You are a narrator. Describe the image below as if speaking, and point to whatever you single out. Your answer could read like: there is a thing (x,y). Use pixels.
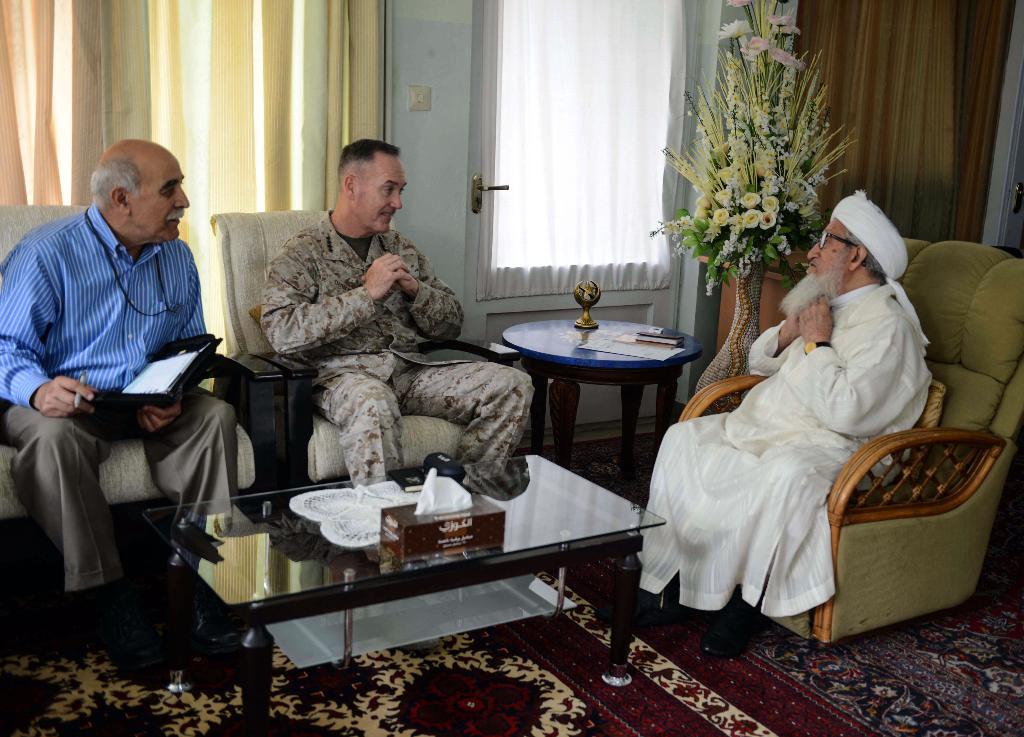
This image contain three persons (835,264) sitting on chairs (260,231). Person (662,580) at the right side (892,237) is wearing a white colour cap (852,217) and spectacles (823,237), watch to his hand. Beside to him there is a flower vase (767,72). MIddle there is a table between the chairs (1023,314). At the front side (547,483) there is a table (528,498) having a box (410,541) on it. Person (23,357) at the left side (119,266) is wearing blue shirt (105,363) and pant (216,457) is holding some file (165,393). At back of him there is a curtain (358,69).
